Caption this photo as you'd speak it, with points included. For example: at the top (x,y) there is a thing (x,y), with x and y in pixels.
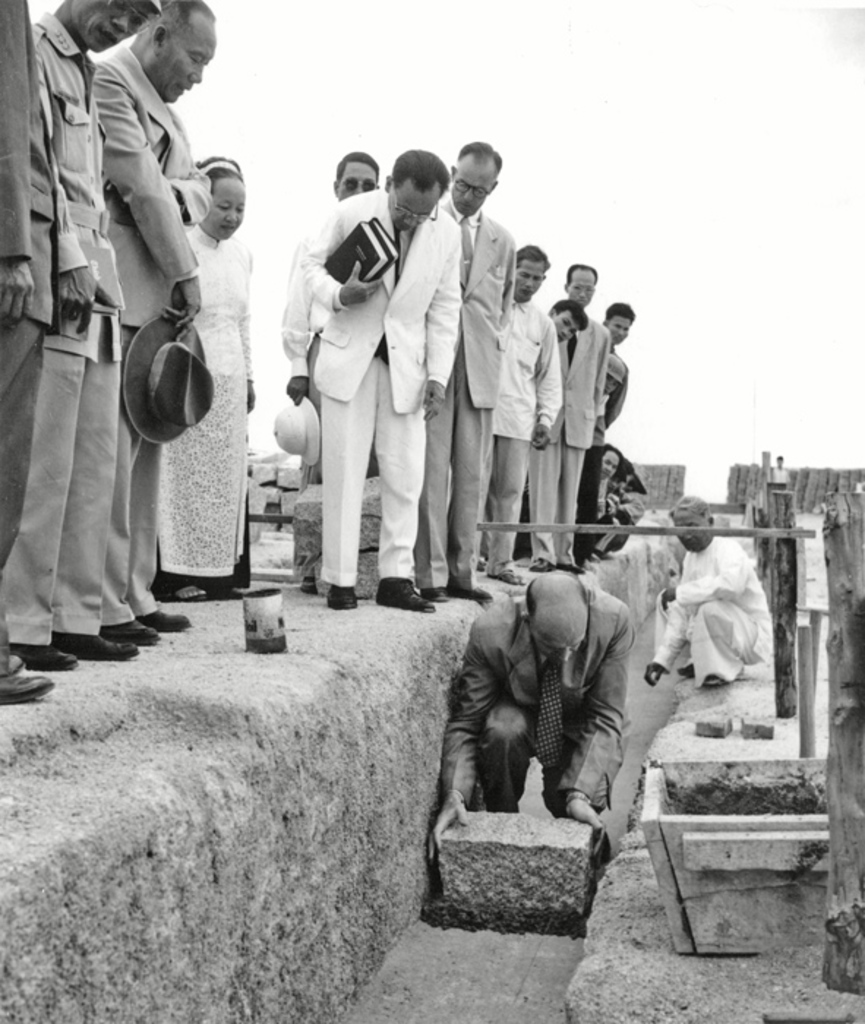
In this image I can see the black and white picture in which I can see a person (681,628) sitting, a person (587,646) holding a rock (511,837) and few persons (367,379) are standing. In the background (829,491) I can see a person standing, the wooden wall (813,495) and the sky (632,174).
